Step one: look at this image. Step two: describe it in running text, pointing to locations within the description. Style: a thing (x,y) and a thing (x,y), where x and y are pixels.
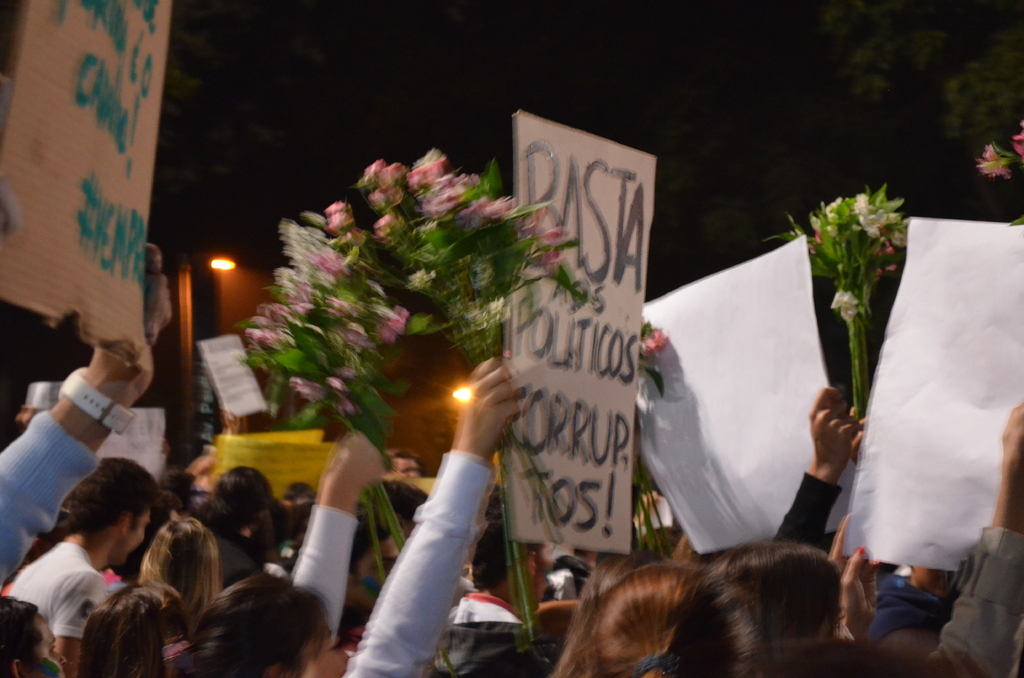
In the image we can see there are many people (370,538) wearing clothes (347,569) and some of them are holding posters (607,438) and flower bouquets (404,313) in their hands (475,368). Here we can see the lights (230,265) and the background (693,162) is dark.
